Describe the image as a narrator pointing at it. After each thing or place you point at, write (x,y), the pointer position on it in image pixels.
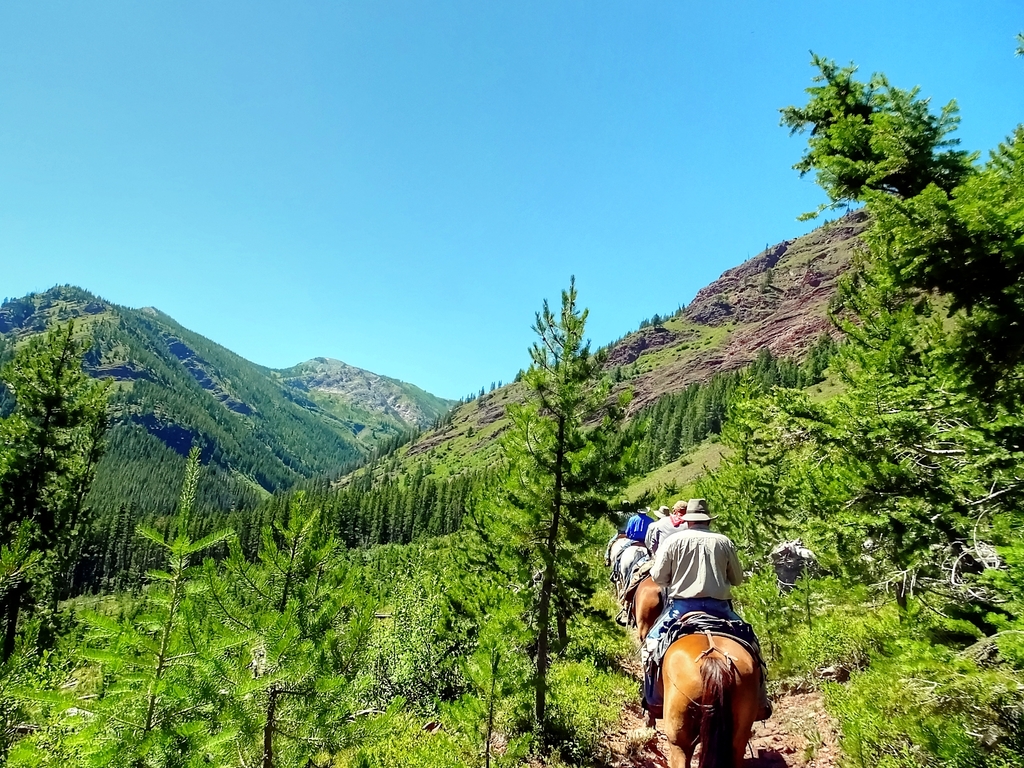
There is a group of people (707,517). They are riding a horse (682,720). They are wearing a cap (693,517). We can see in the background (439,527) mountain (260,398), trees (255,495) and sky (213,248).
